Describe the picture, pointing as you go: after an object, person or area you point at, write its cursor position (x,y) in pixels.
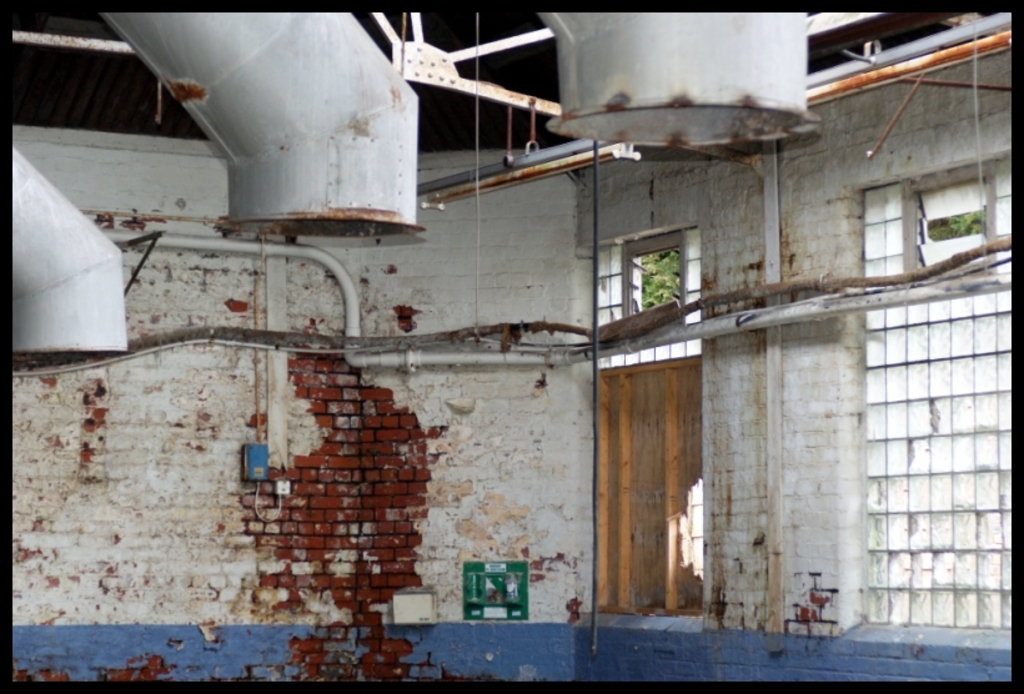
This is an edited image with the black borders (906,690). At the top (590,17) we can see the metal objects (338,109) and the metal rods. In the background (397,351) we can see the pipes (356,302), windows (878,227), brick wall (375,428) and some other items (601,507).
